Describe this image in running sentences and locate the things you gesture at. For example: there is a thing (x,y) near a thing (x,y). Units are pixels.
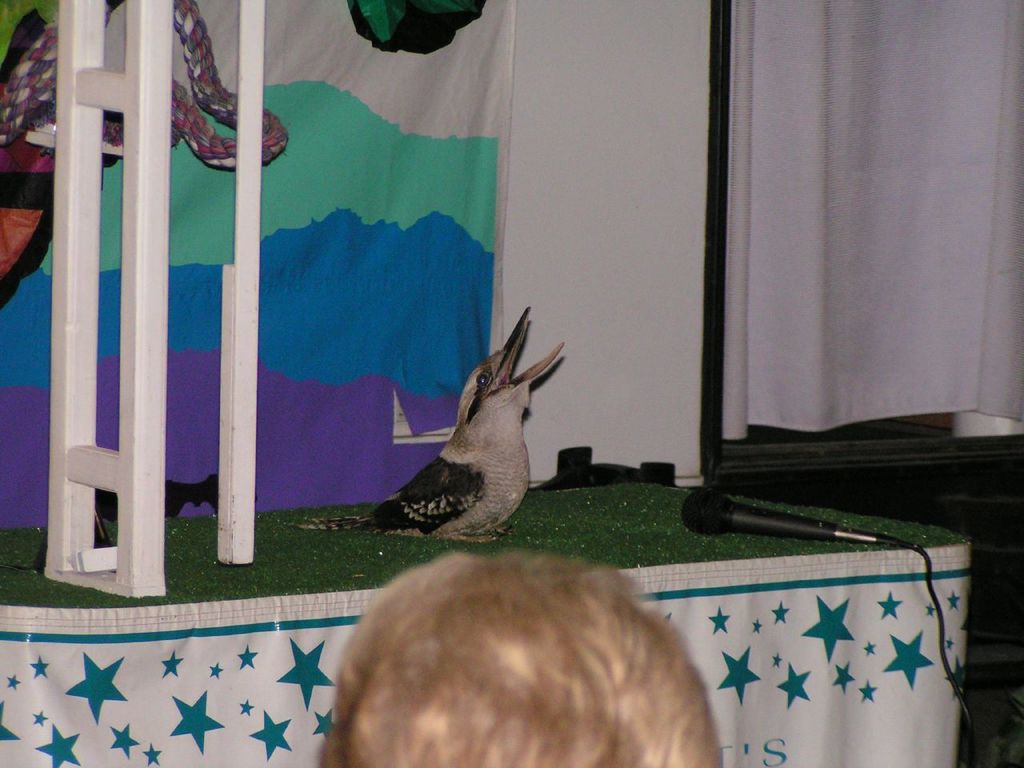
In this image a bird (421,493) is sitting on the table (634,576) covered with a cloth (713,564) having a mike (724,508) on it. There is a pole (166,211) having rope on it. Behind there is a curtain (383,168) to the wall (512,214). Bottom of image (522,703) there is a person (481,620). Right side (1015,17) there is a window (1020,453) covered with a curtain (868,303).
